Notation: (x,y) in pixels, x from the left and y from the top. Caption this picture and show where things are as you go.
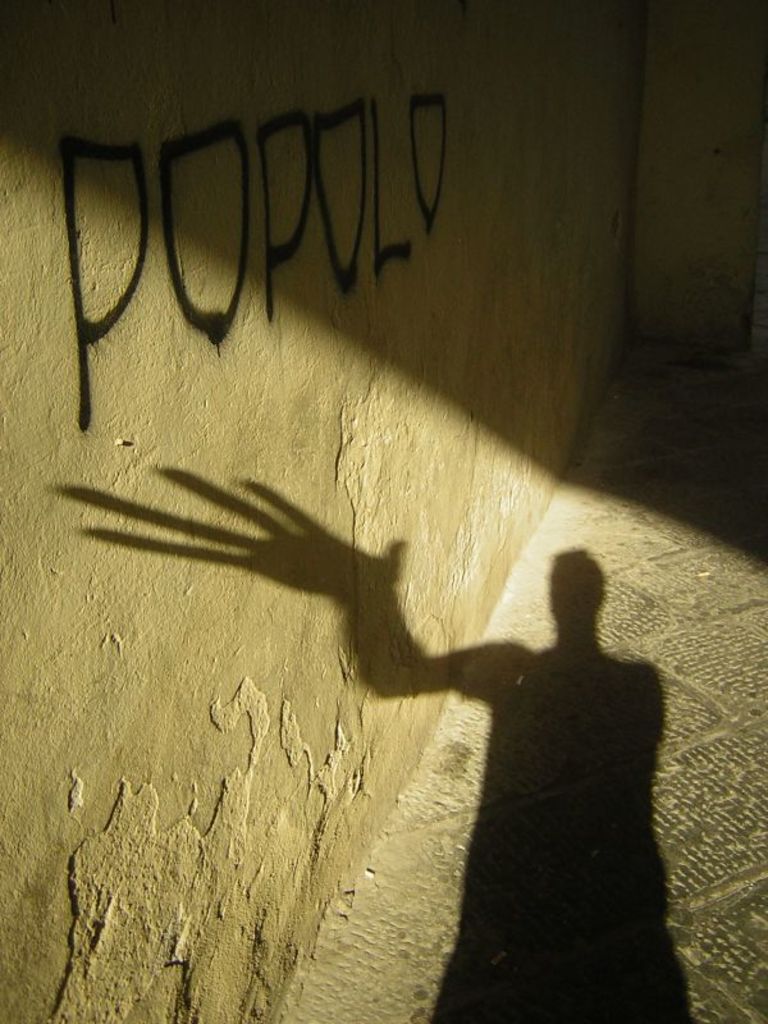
In this picture we can see a shadow (644,809) of a person (638,743) on the floor (708,778) and on the left side of the floor (557,740) there is a wall (155,282).
